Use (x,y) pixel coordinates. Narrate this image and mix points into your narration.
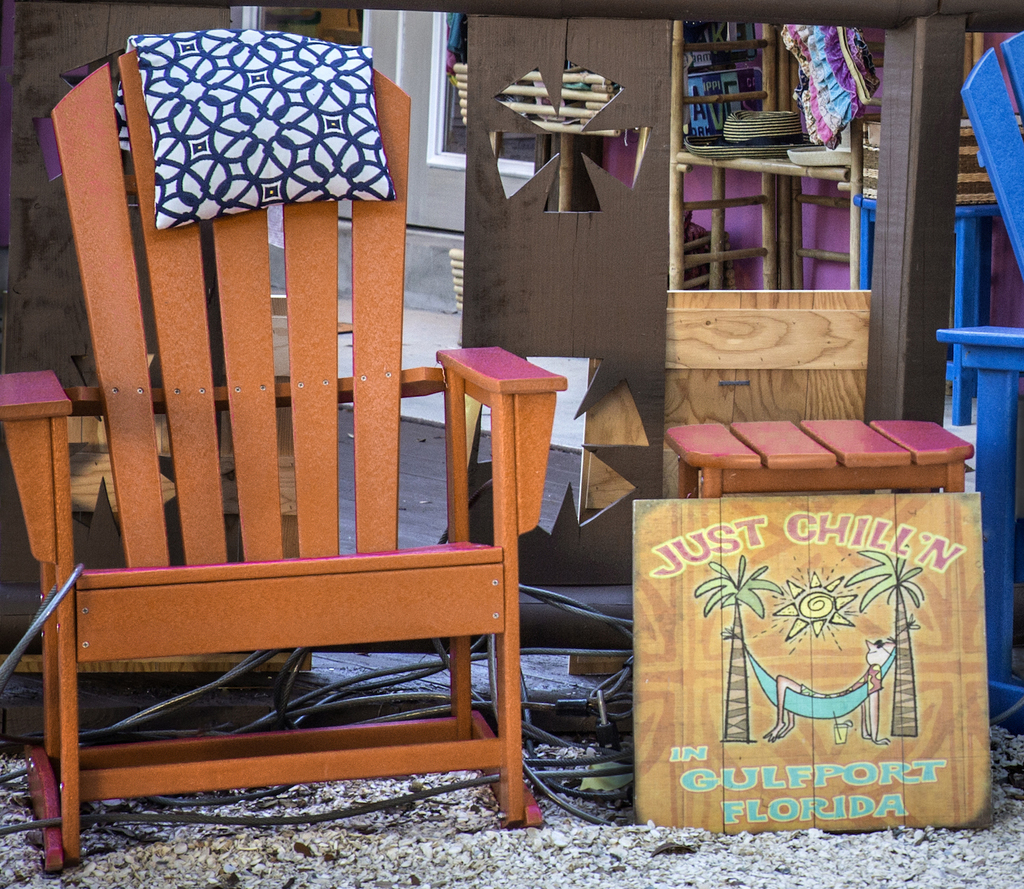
In this image I can see the ground (669,863), a chair (251,459) which is brown in color, a stool (806,482), a board (828,639), a pillow (256,113) on the chair (255,753) and few other wooden objects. I can see few wires (289,676) under the chair (261,474). In the background (14,20) I can see a building (710,218).
